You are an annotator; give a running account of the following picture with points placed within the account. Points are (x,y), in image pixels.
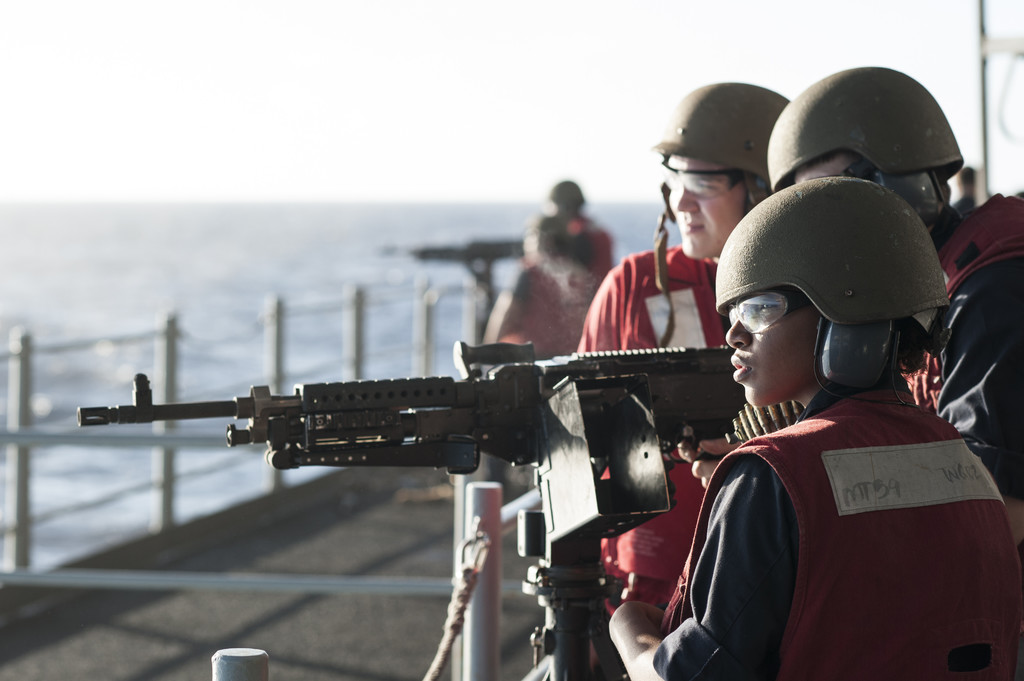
In this image, at the right side (886,586) there are some people (913,312) standing and they are wearing helmets (848,120), at the background (70,252) there is a sea (58,266), at the top (446,79) there is a sky (433,75).
